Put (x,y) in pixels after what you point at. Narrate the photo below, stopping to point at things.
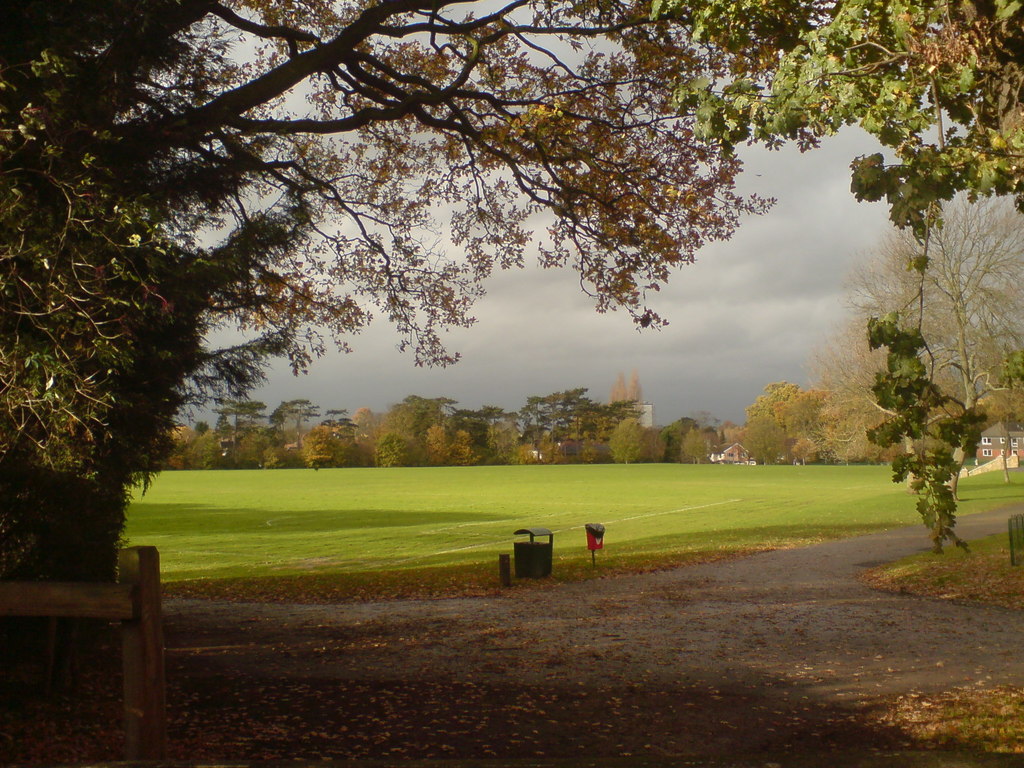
There are dustbins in the center of the image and there is a wooden boundary (73,611) on the left side (100,603). There are trees (582,422), grassland (622,471), houses (735,461) and sky (602,379) in the background area (523,432).
